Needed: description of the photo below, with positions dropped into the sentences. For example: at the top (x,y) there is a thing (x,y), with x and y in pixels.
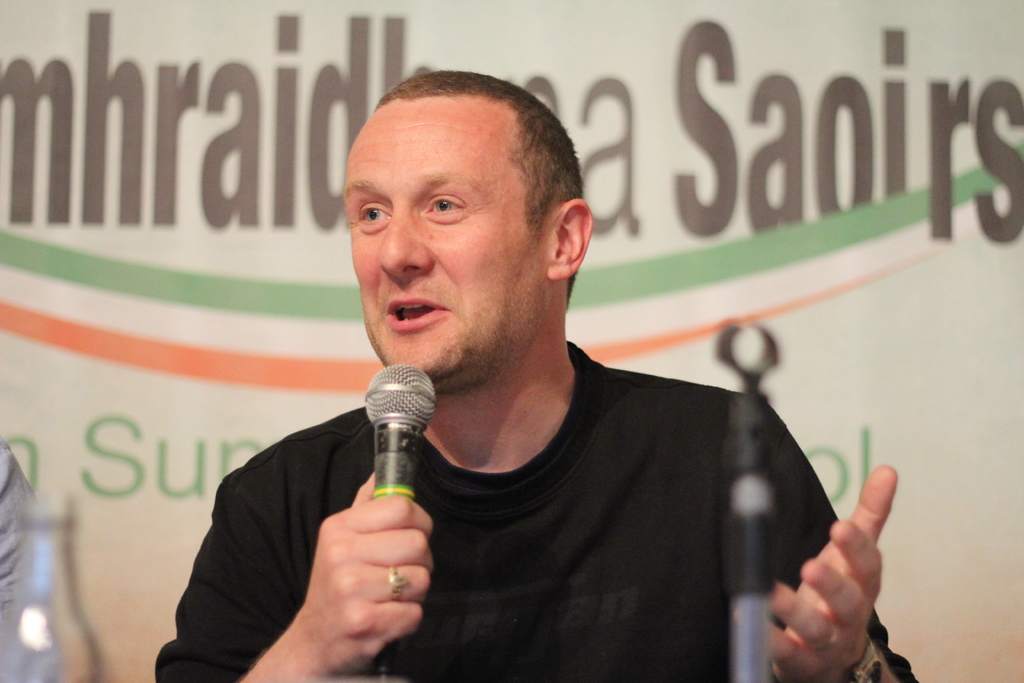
On the background (953,257) we can see a hoarding (64,136). Here we can see a man (558,566) wearing black colour t shirt (605,519), holding a mike (391,464) in his hand (402,526) and talking. This is a mike stand (745,562). This is a bottle (48,606).
